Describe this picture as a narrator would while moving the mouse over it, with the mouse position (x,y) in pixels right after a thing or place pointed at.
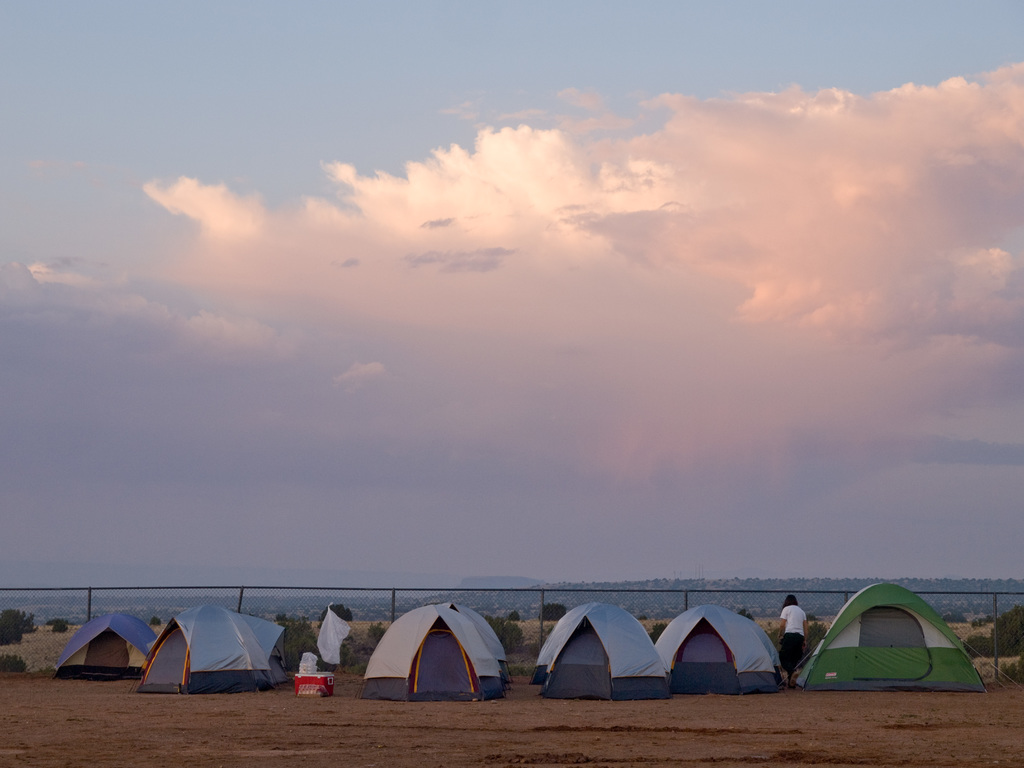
In this image we can see sky (351,211) with clouds (221,269), trees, grill (484,610), person (785,627) standing on the ground (689,721) and tents (253,663).
